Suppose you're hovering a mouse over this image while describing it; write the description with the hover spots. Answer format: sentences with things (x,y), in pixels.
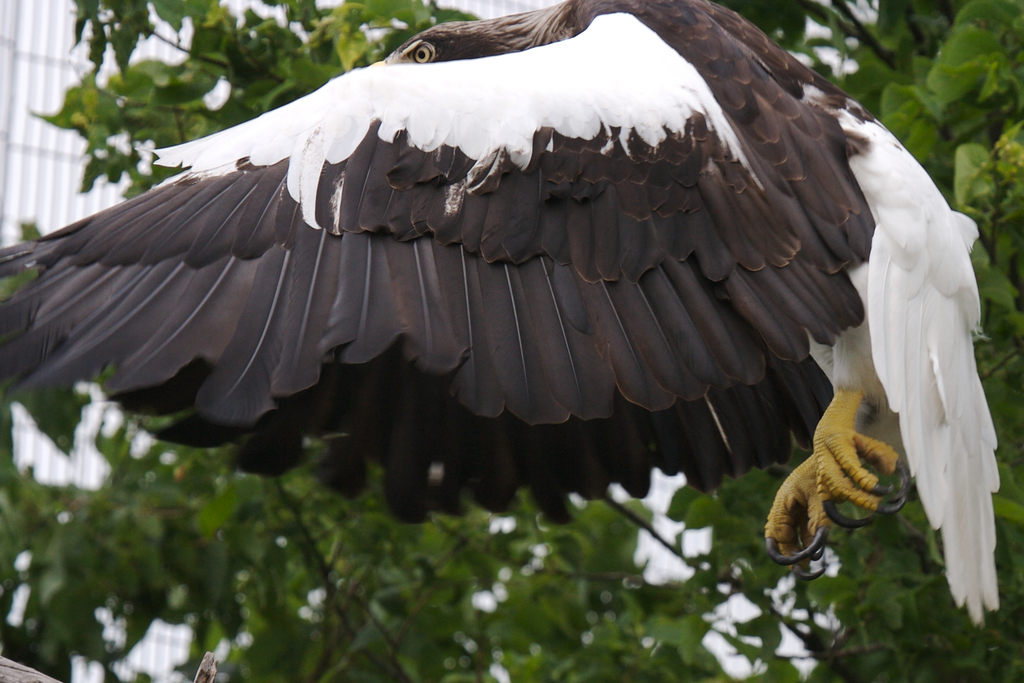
In this image in front there is an eagle (414,370). In the background of the image (357,580) there are trees (80,112) and buildings (57,190).
